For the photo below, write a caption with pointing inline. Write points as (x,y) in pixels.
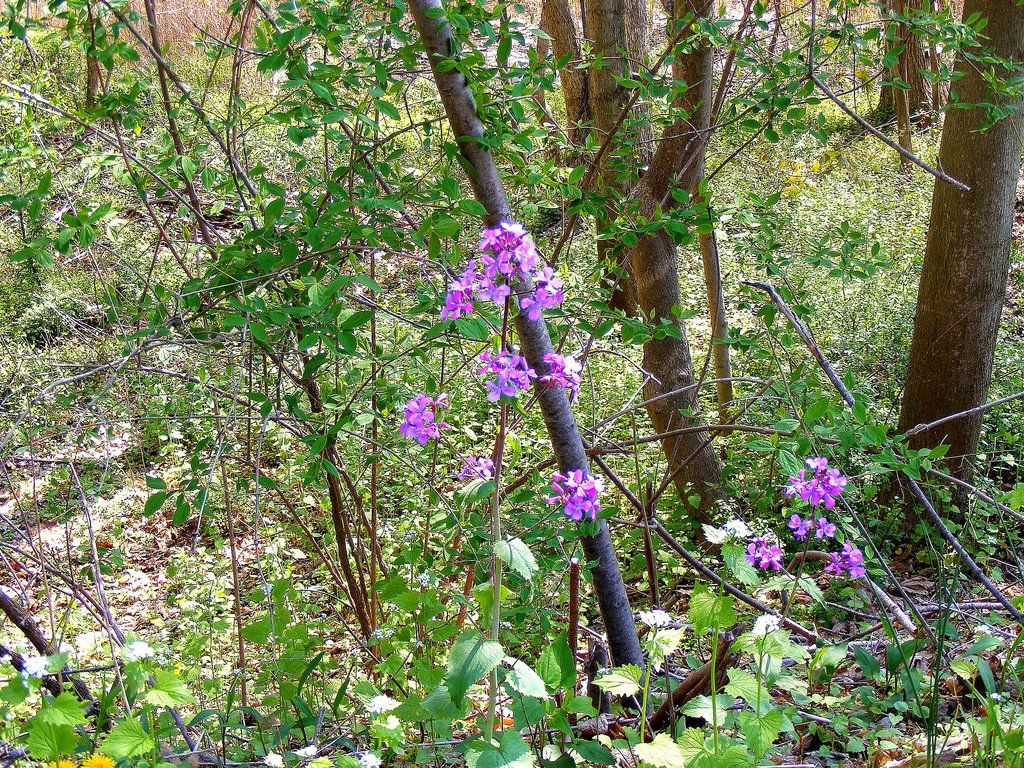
This picture shows trees (570,97) and we see plants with flowers (512,381). Flowers (521,234) are purple in color.
